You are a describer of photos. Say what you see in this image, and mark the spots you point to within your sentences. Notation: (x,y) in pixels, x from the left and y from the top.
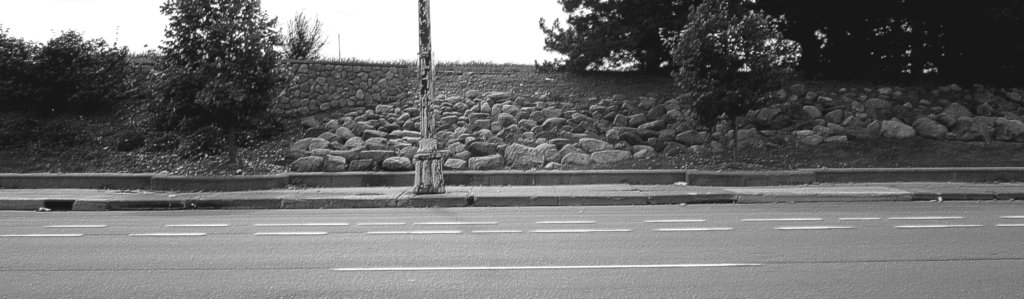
This is black and white image. At the bottom of the image (140,210) road (150,260) is there. In the middle of the image (421,113) one pole (422,54), trees (776,63) and rocks (565,135) are there. Top of the image (466,23) sky (369,25) is present.
